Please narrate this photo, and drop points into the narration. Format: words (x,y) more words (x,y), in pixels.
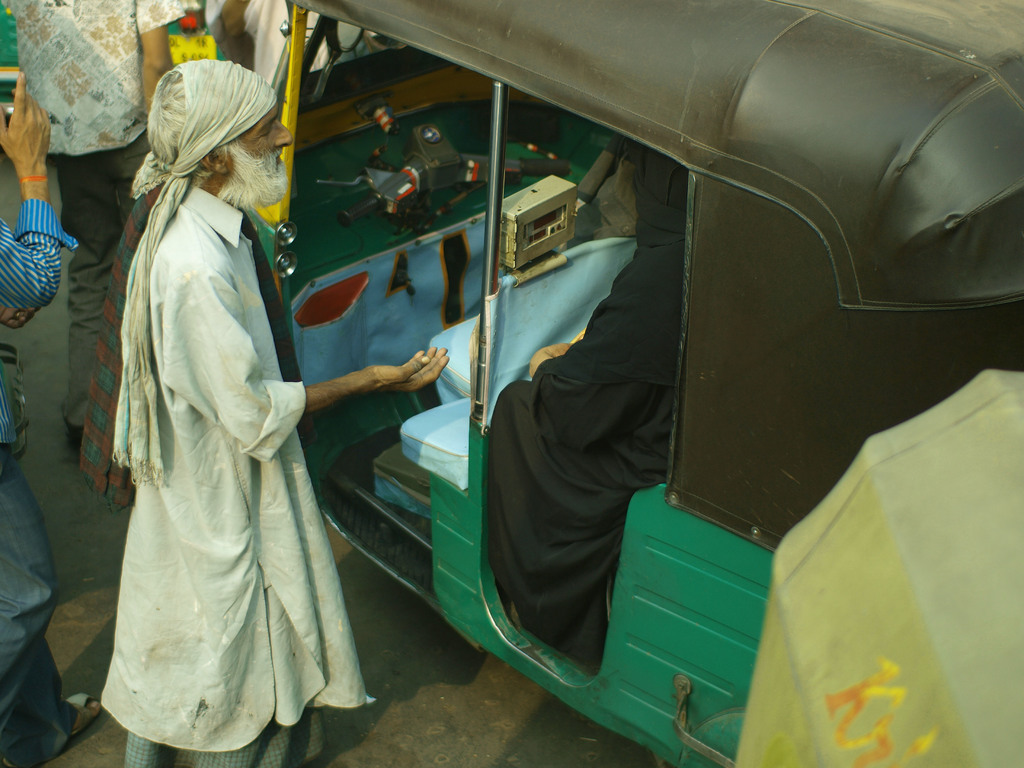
The man (217,394) on the left side (151,452) is standing beside the auto (482,370). We see the woman (605,340) in the black dress (646,390) is sitting in the auto (707,355). This photo is in black, yellow and green color. On the left side (127,17), we see people (95,29) are standing on the road (1,332). The man (8,243) in the blue shirt (30,261) is holding a mobile phone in his hands (43,122). This picture might be clicked outside the city.
